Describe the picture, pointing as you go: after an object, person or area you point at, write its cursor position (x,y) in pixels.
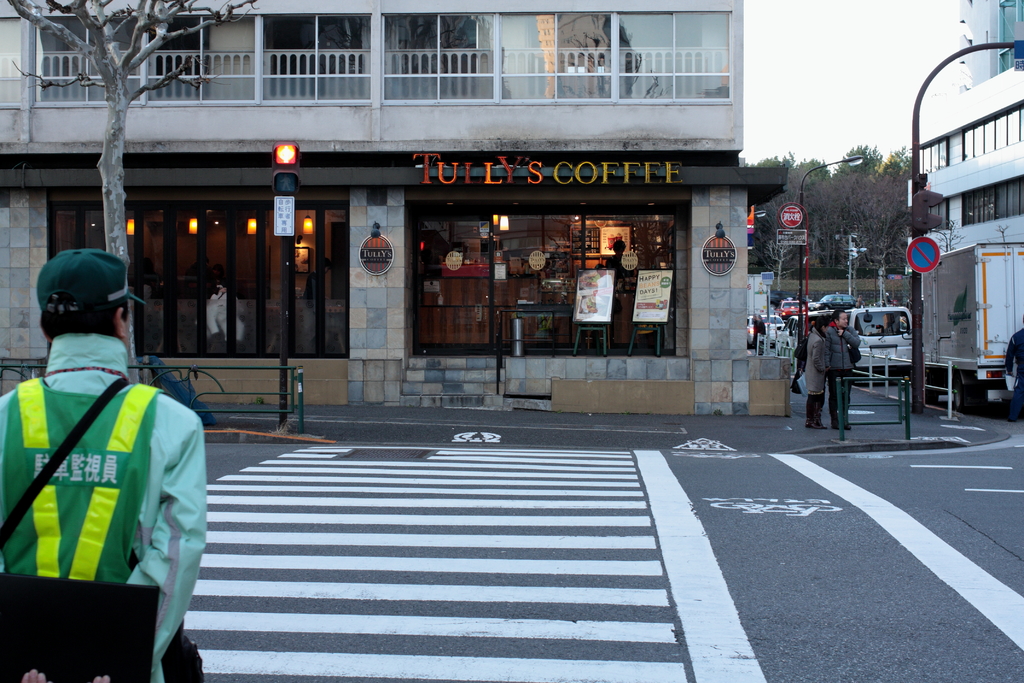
In this image I can see the road (905,565). On the road (974,461) there are many vehicles (987,363). To the side of the road (464,481) I can see few people (806,396) with different color dresses (820,384), boards (803,236), railing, tree (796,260) and light poles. To the left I can see the person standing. I can also see the building (506,307) with glasses (37,74) and lights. In the background (904,227) there are many trees (849,183) and the sky (846,137).
